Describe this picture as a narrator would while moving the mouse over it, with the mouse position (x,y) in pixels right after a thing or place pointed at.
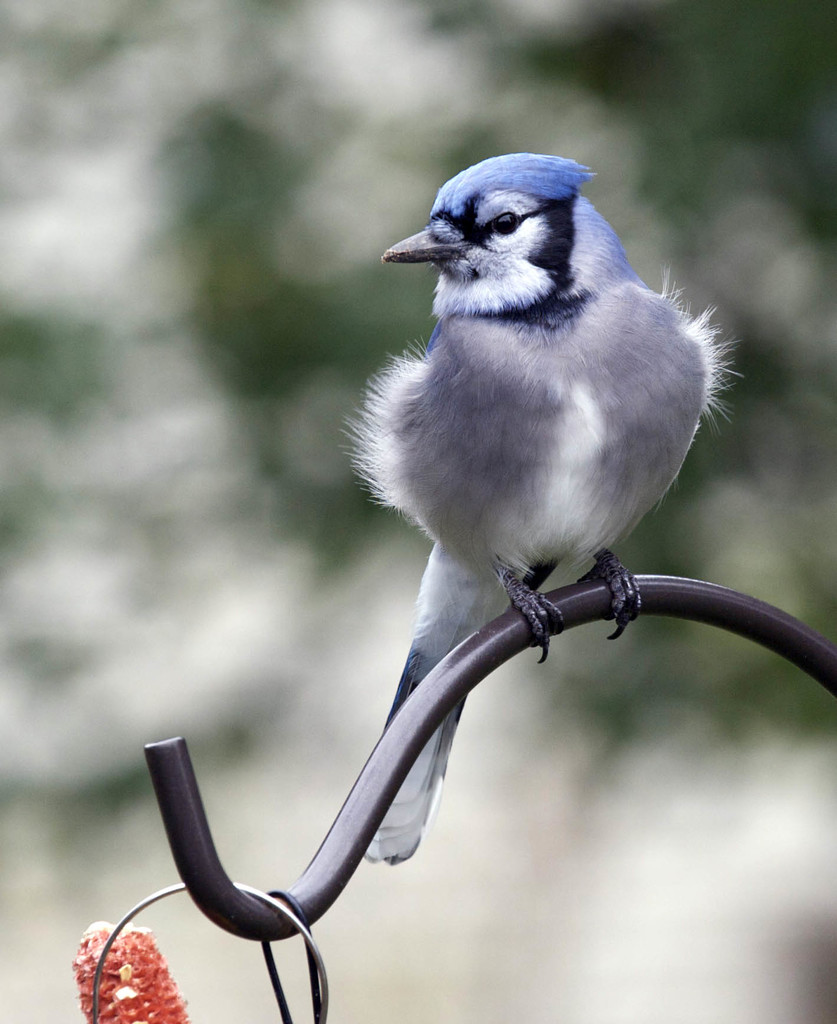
In this image I can see a bird (513,496) standing on the rod (354,795). A bird (480,551) is in blue, grey and white color. And I can see something (116,957) is hanged to the rod (236,930) which is in orange color. In the back (286,343) I can see the blurred image.
